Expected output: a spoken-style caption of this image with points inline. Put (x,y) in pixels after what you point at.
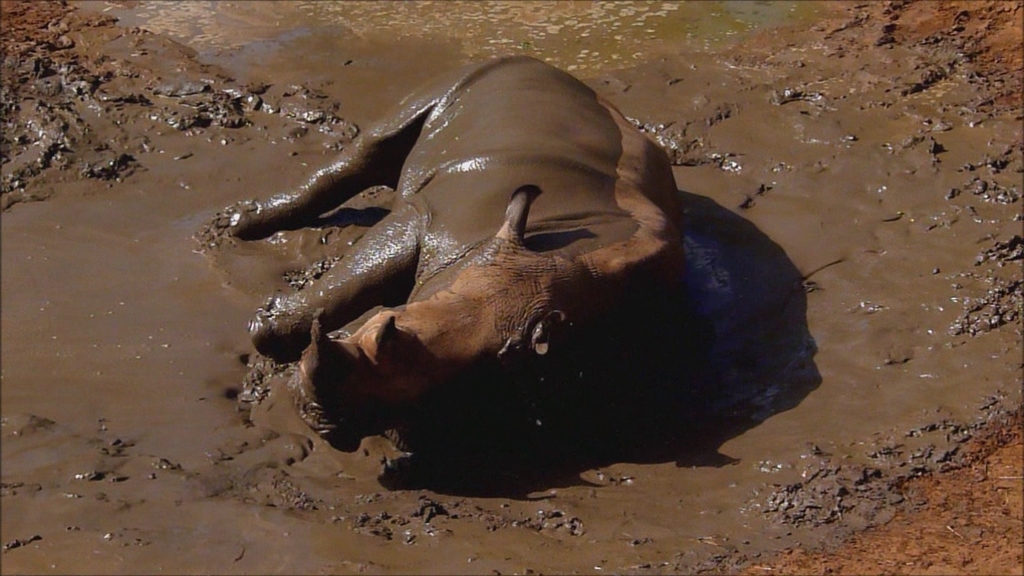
In this picture we can see a Rhinoceros (674,268) laying on the mud floor (792,255).
